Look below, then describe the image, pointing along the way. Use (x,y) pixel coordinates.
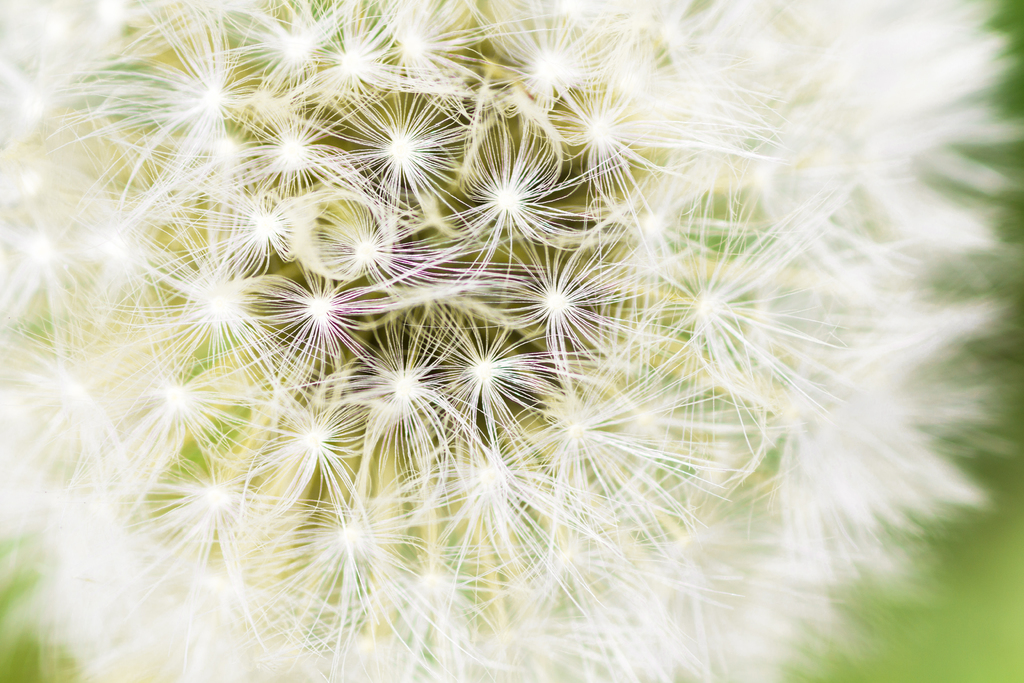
In this image we can see a dandelion flower (707,243) which is in white color.
